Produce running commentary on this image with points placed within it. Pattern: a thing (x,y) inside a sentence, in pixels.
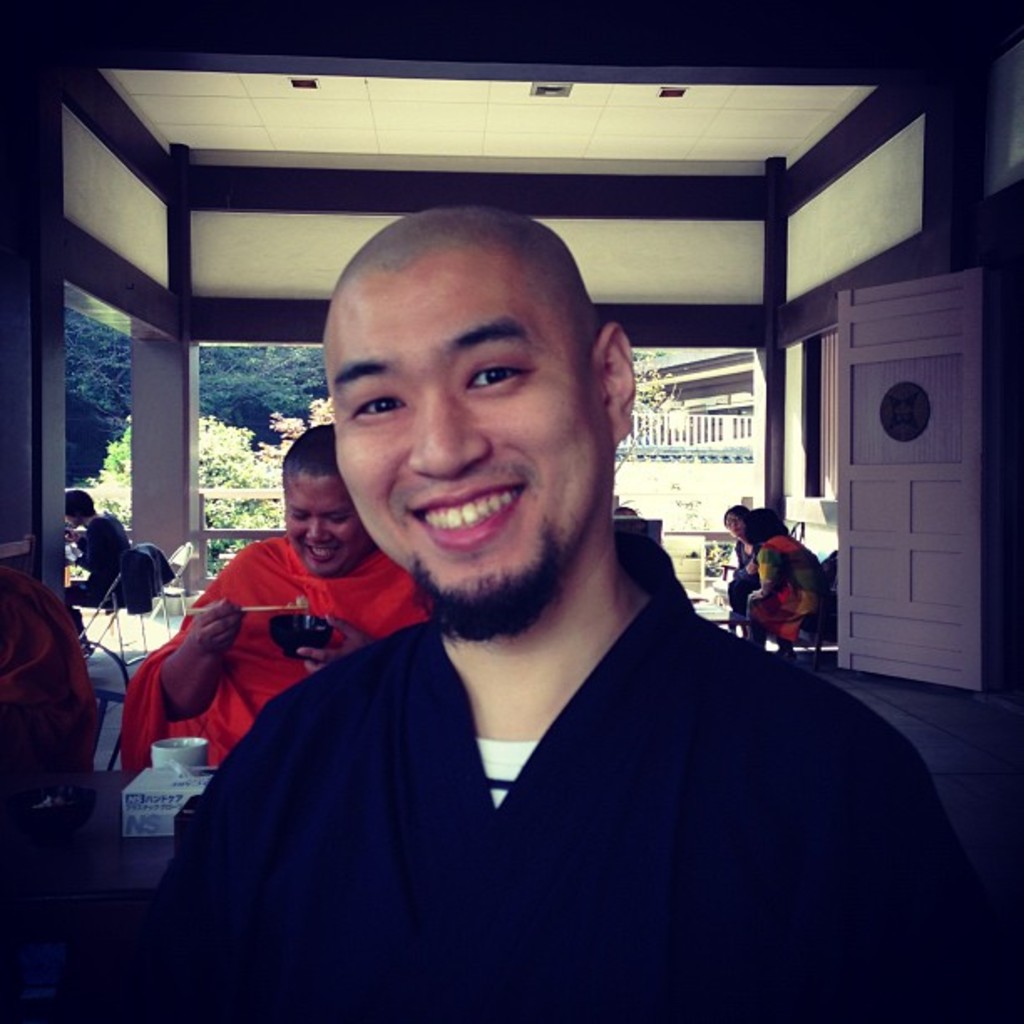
There is a person (537,464) in black color t-shirt (727,712), smiling. In the background (321,582), there are other persons (339,562) sitting. Above them, there is a roof (232,70) of a building (473,108), there is a white color door (917,458), there are trees (263,355) and there are plants (287,428).
